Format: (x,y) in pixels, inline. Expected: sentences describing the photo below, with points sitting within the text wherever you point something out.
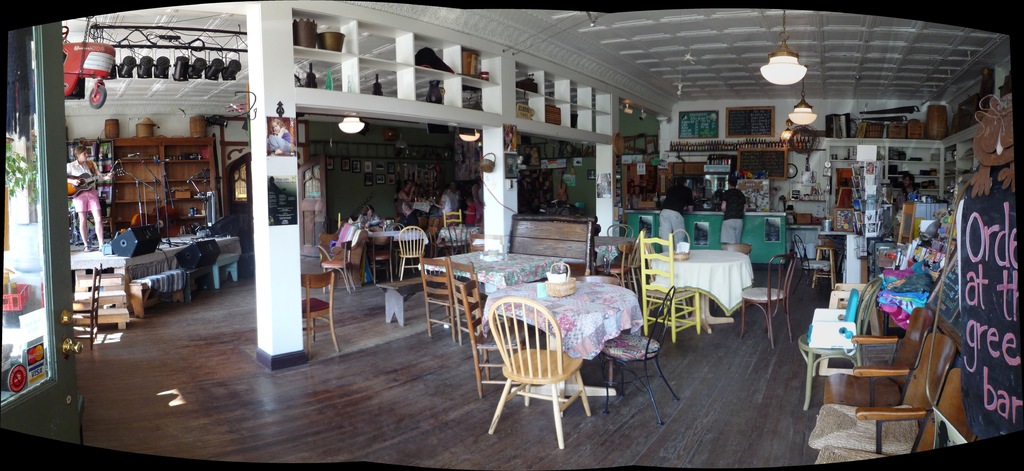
This image is clicked in a hall (173,255). There are many chairs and table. To the left (97,208), there is a woman (93,204) standing and playing guitar (90,188). In front of her there is a speaker (148,229). In the background (759,151), there is a wall (349,175) and many frames (355,164) fixed on the walls (368,187).
